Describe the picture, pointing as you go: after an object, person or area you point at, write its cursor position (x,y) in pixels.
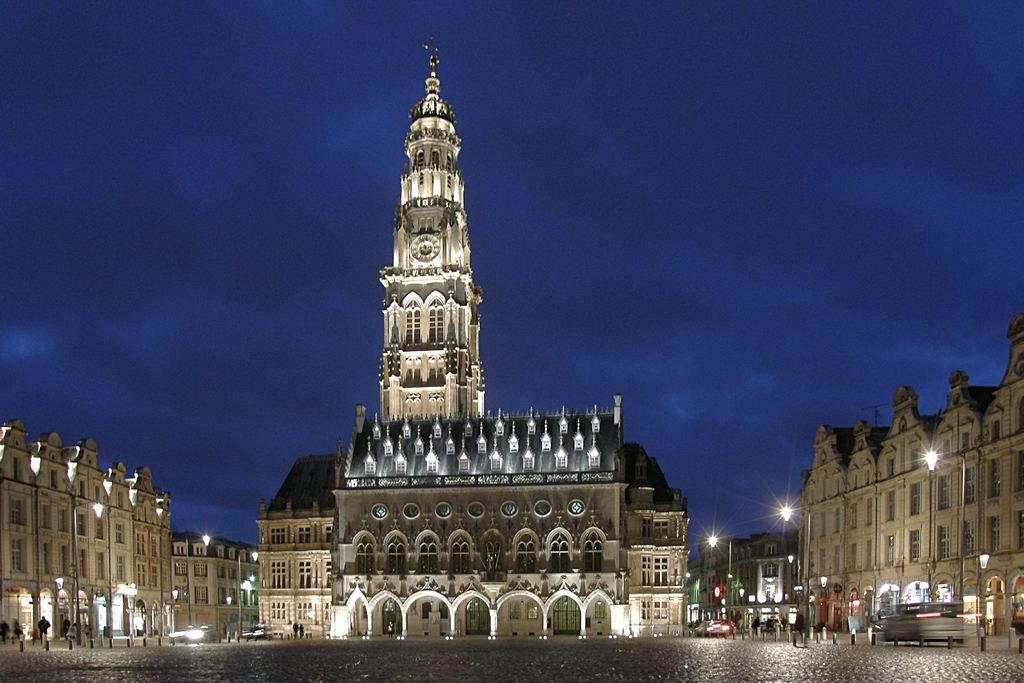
In this picture I can see group of people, there are vehicles (730,628) on the road (786,659), there are poles (796,508), lights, there are buildings (992,606), there is a clock tower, and in the background (681,226) there is sky (678,236).
